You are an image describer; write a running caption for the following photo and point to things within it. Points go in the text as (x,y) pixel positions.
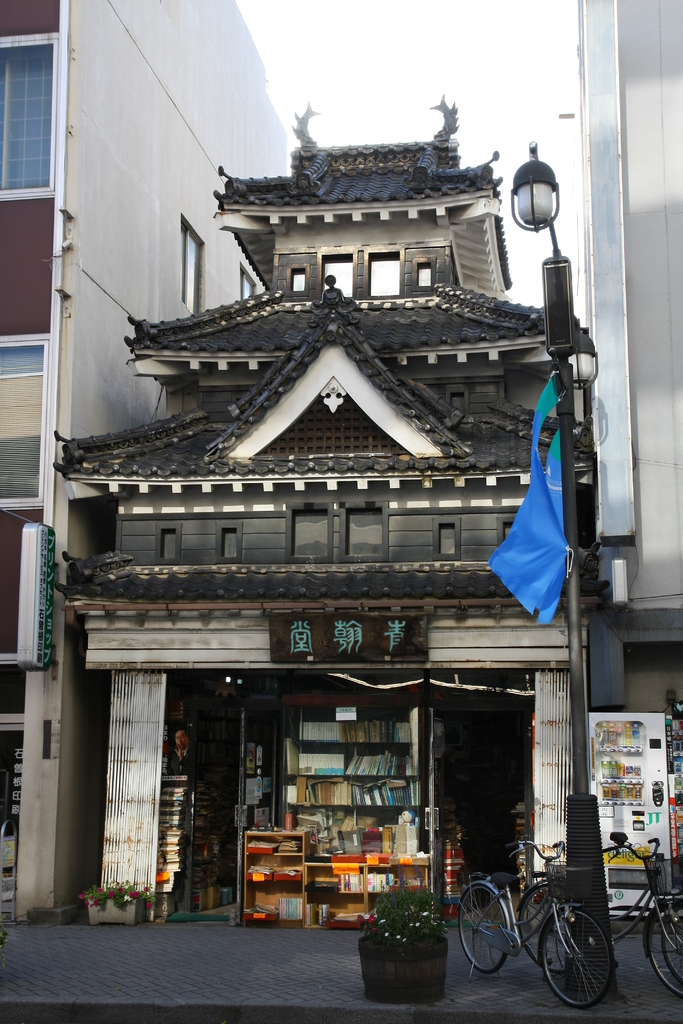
In this image there are buildings (337,440). On the right (586,794) there is a pole (575,791). At the bottom (412,892) there are bicycles (506,945) and plants (385,917). We can see a store (302,794). In the background (474,55) there is sky (444,74).
